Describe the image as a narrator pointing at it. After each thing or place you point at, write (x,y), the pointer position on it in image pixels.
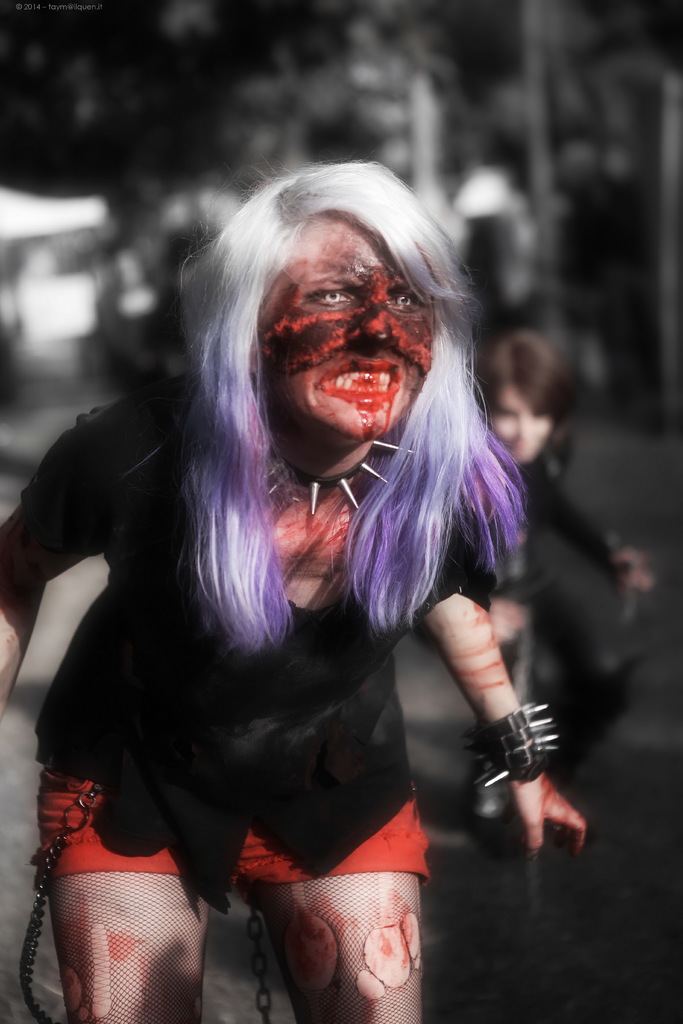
This image consists of a woman (169,423). She is wearing a black dress (208,705). This looks like a Halloween party. This is an edited image.
